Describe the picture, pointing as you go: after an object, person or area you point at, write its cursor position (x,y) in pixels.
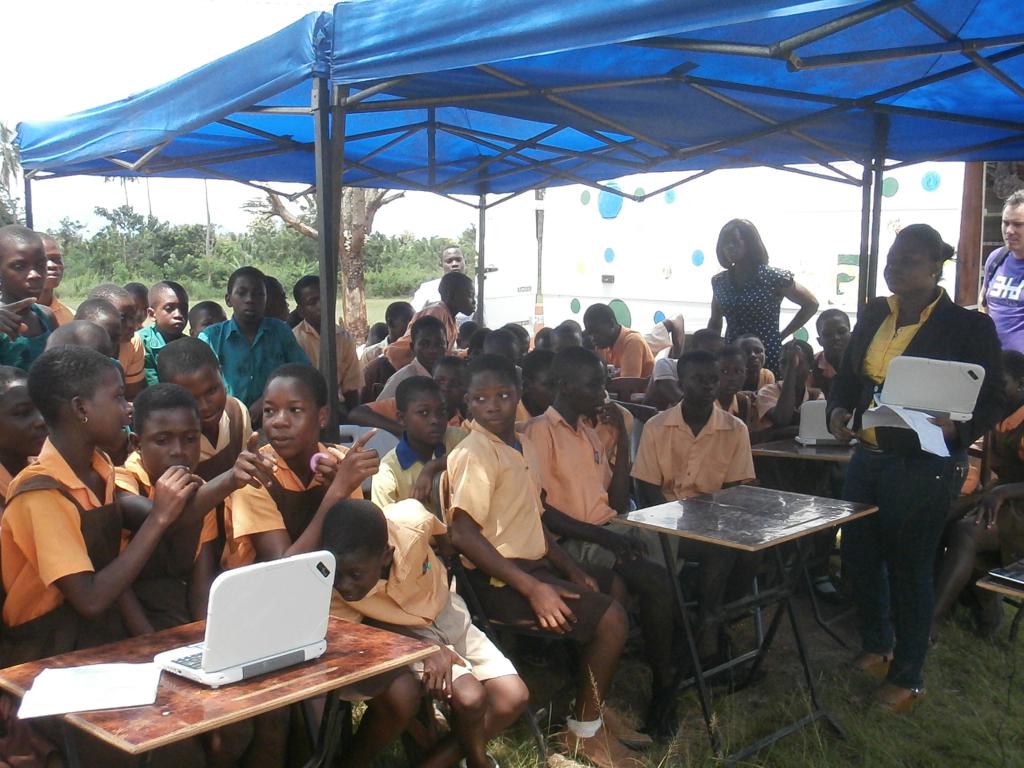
In this image there are group of people (418,439), in front of people (561,541) there is a table (194,703). On table (221,691) there is laptop (197,670) and a paper (146,669). At the background (623,264) we can see a building (639,242) and a tree (192,252) and a sky (56,111). The people (348,459) are under the shed (494,176).
